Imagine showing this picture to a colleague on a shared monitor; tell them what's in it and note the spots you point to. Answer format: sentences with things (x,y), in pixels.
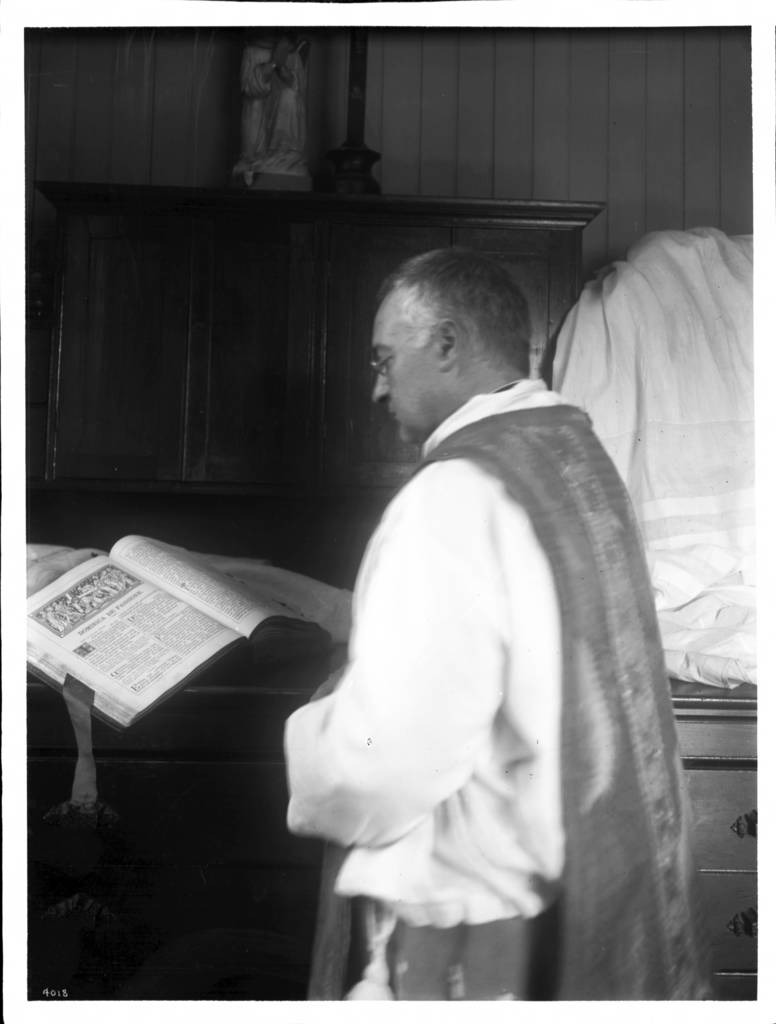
It looks like a black and white picture. We can see a person (451,667) is standing. In front of the person (440,650) there is a book (124,597), a cloth (661,405) and a sculpture (273,98) on the wooden object (270,945).
